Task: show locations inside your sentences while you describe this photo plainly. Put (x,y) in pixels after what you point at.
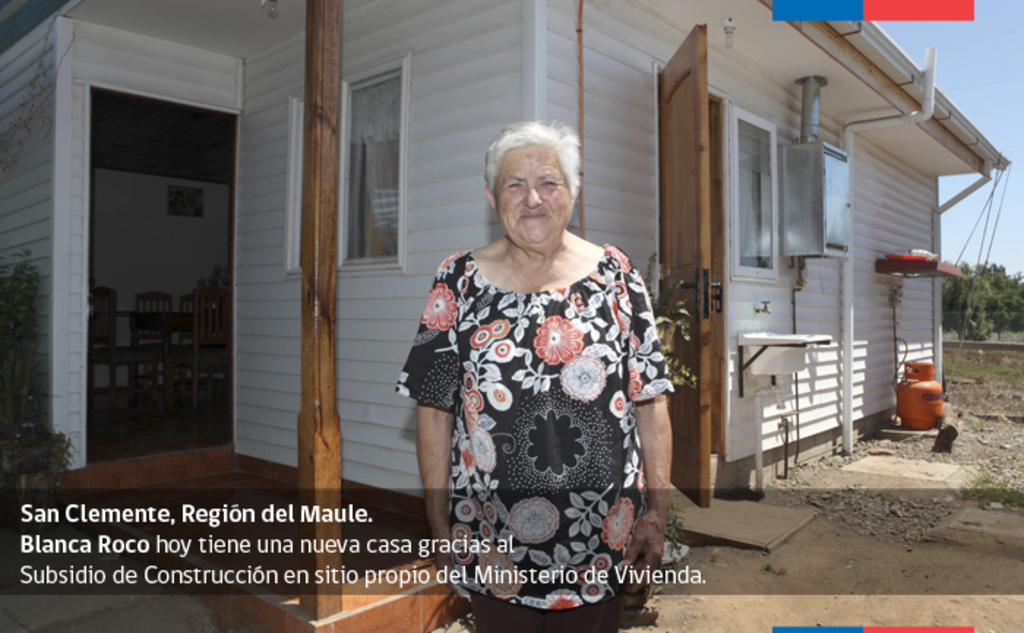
This is an advertisement. In the center of the image (468,278) we can see a lady (570,376) is standing. In the background of the image (465,175) we can see the building (603,129), door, windows (400,219), sink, tap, cylinder (917,393), shelf (926,264), some objects (895,257), pipe (926,83), table (181,322), chairs (219,316), wall (171,241), board (176,202). On the left side of the image (40,462) we can see a plant (60,444). On the right side of the image (995,299) we can see the trees (955,298) and some stones (960,437). At the bottom of the image (721,603) we can see the ground (711,612) and text (360,523). In the top right corner (991,50) we can see the sky (981,89).
